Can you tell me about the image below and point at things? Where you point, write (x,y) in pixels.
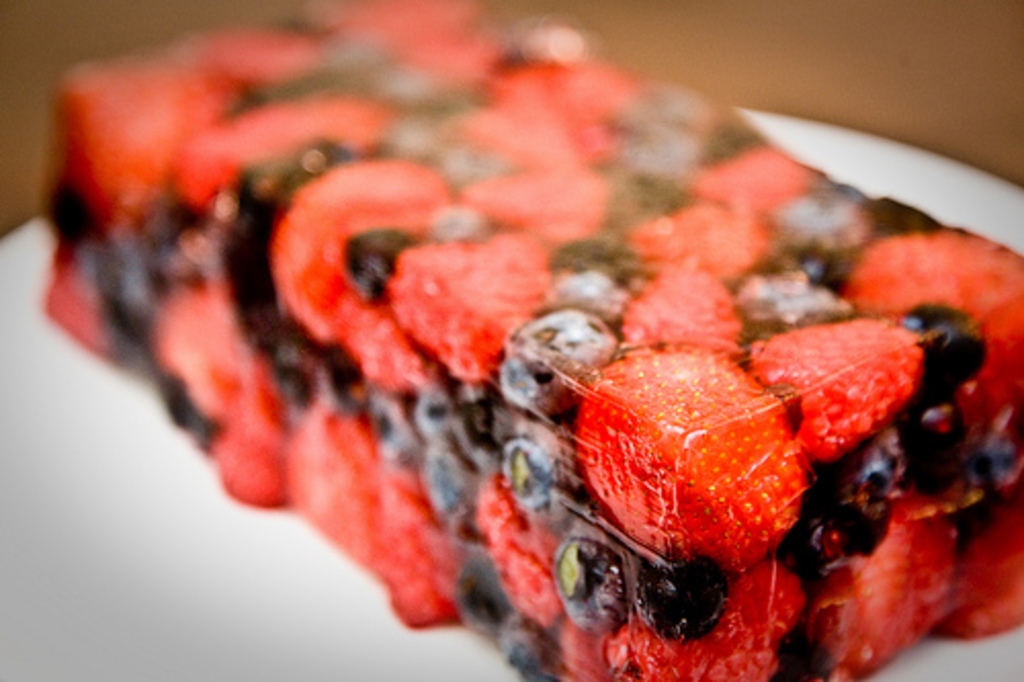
In this image I see the white plate (809,150) on which there is food (344,283) which is of red and black in color and it is blurred in the background (817,31).
